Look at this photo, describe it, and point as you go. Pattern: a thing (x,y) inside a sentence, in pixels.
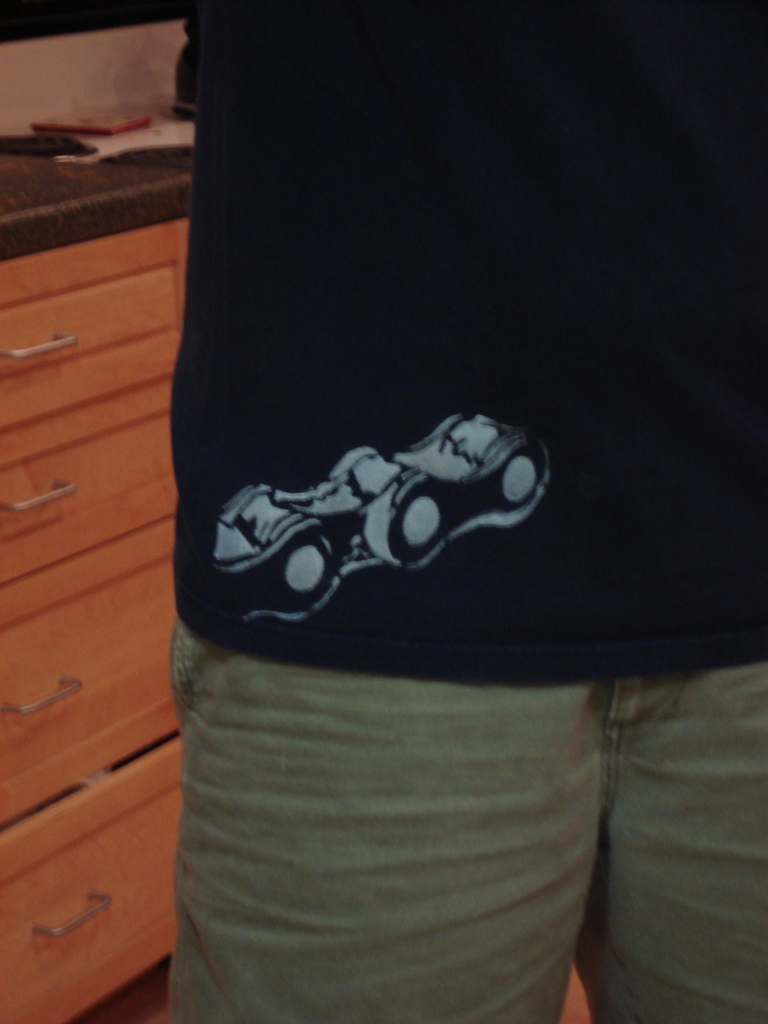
In this image I see the black t-shirt (329,386) on which there is an art (254,556) over here and I see the pants (440,832). In the background (62,698) I see the drawers (98,494) over here which are of light brown in color and I see few things (96,152) over here.
